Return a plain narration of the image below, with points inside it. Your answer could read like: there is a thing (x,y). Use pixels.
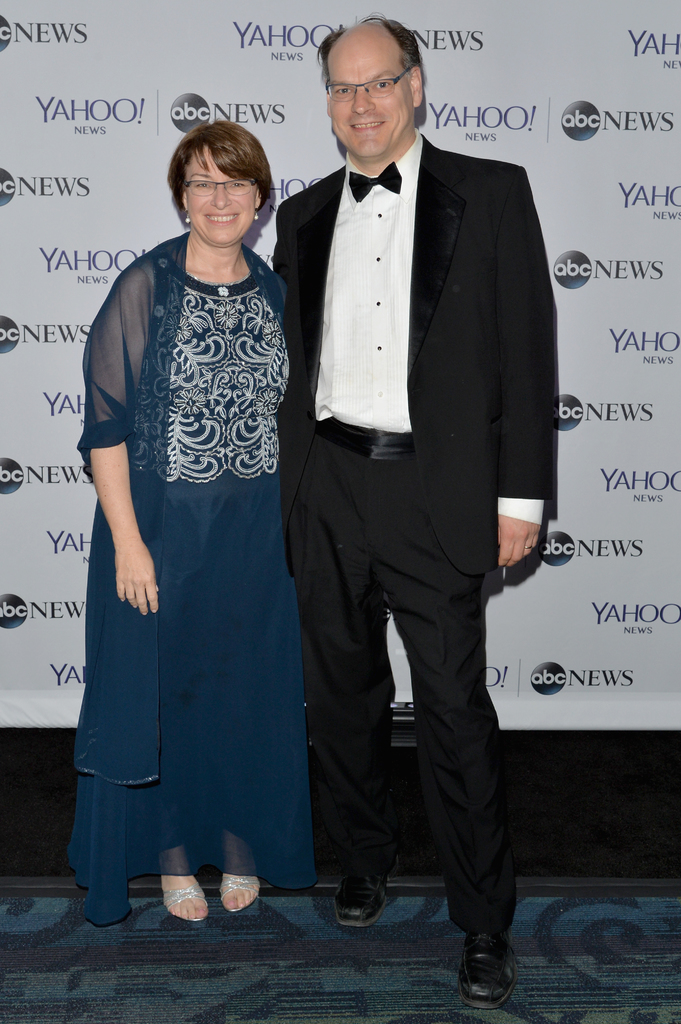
In this picture we can see a man (404,520) and a woman (199,486) standing and smiling here, this man (315,310) wore a suit (419,354), in the background (586,235) we can see logos (61,38).
